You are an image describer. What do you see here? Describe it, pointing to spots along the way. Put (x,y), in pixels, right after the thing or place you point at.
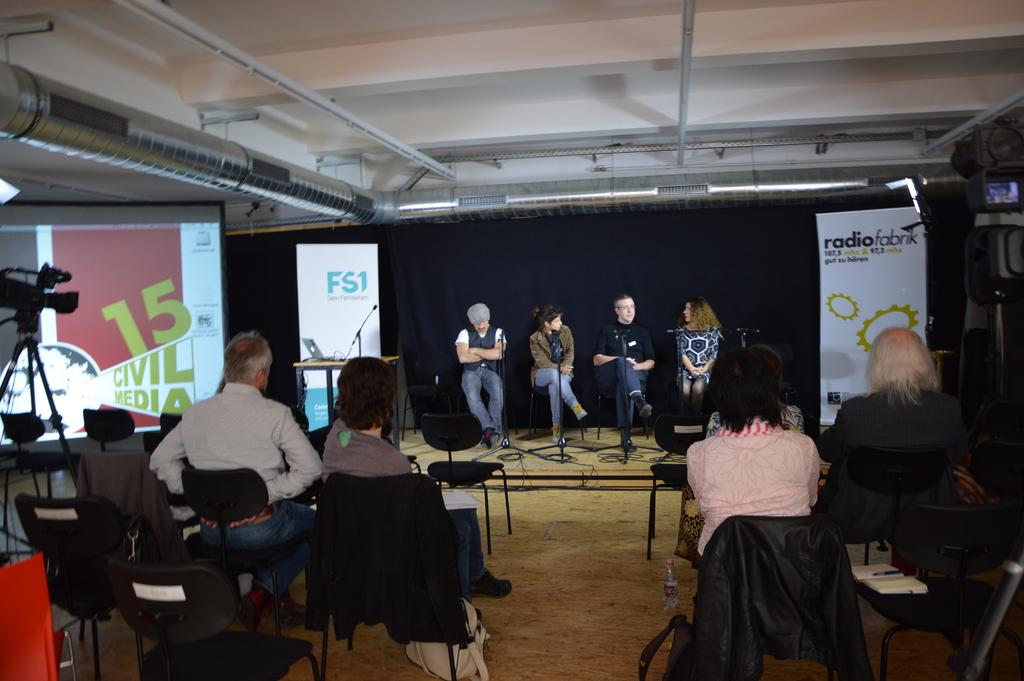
In this image there are some people (641,346) sitting on the chairs (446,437) behind them there are some banners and curtain (656,343), also there are another group of people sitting in front of them and there is a camera (40,307) on the stand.
